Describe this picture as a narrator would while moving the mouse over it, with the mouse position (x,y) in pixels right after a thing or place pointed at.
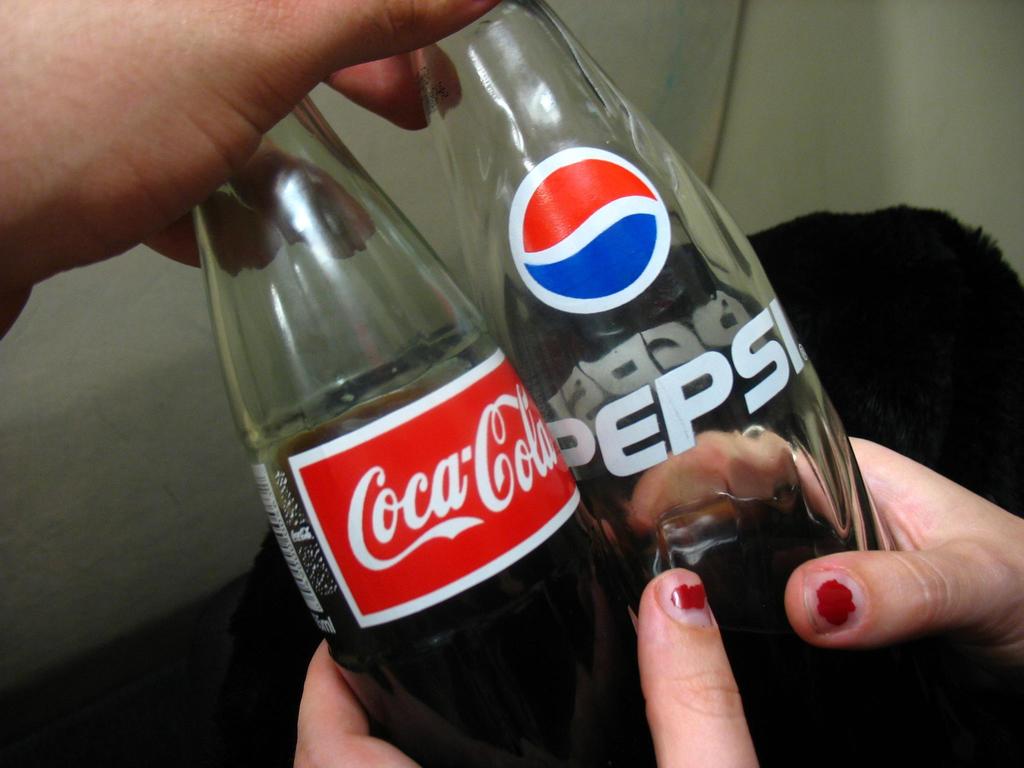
In this picture there are two cool drink bottles (780,339) one is coca cola (467,692) another is pepsi (468,83).
